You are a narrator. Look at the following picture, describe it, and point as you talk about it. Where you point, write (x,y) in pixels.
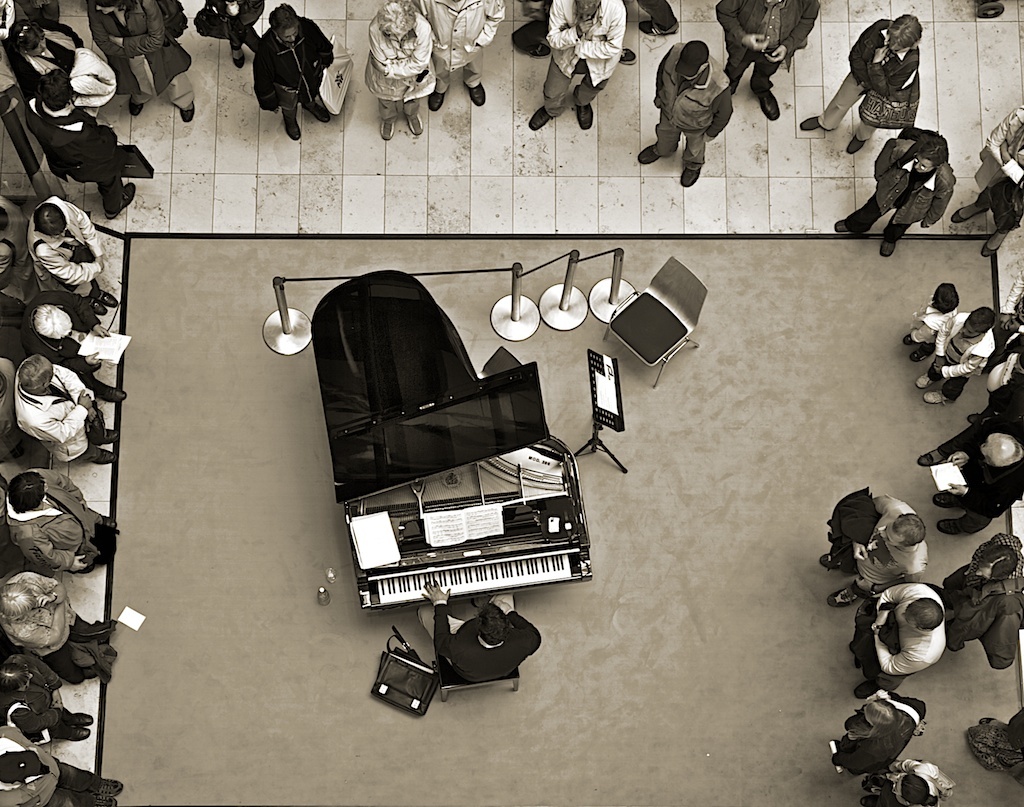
In this image I can see a piano (511,575) in the centre (493,461) and near it I can see a person (433,599) is sitting. I can also see few poles (307,338), a chairs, a board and a bag (421,659) near the piano (439,384). On the left side (90,559), on the top (703,174) and on the right side of this image (1018,469) I can see number of people (294,29) are standing.
